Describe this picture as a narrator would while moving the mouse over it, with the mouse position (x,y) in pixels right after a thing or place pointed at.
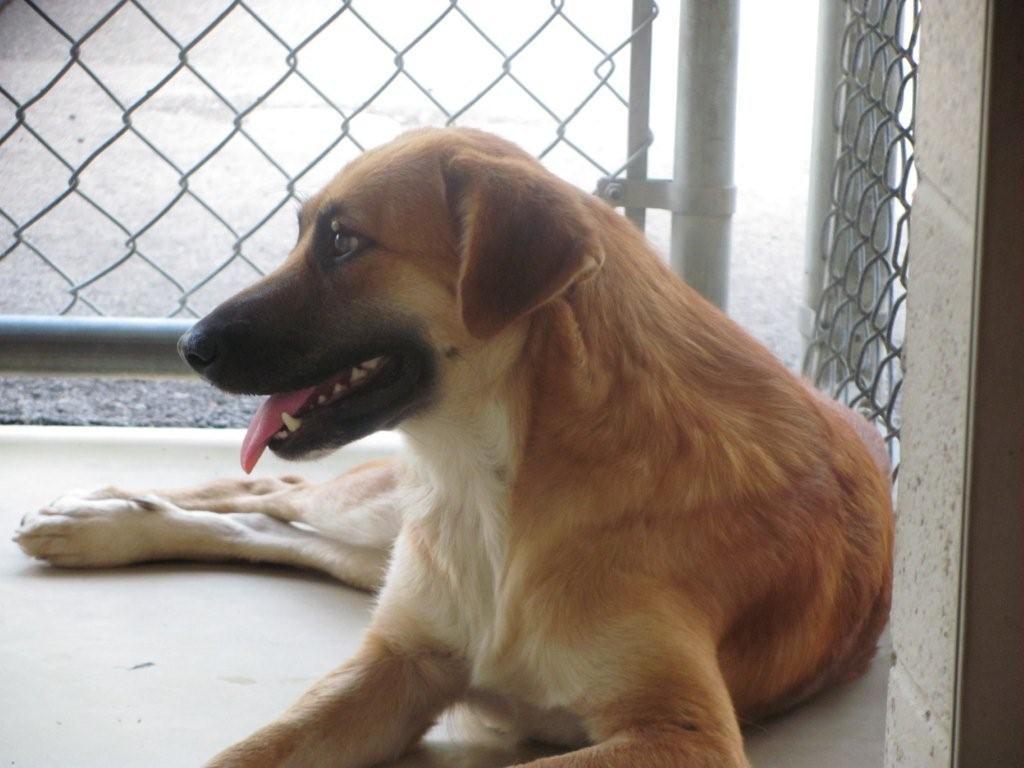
This picture shows a dog (702,388) and a metal fence (545,8) the dog (479,291) is White and Brown in color.
